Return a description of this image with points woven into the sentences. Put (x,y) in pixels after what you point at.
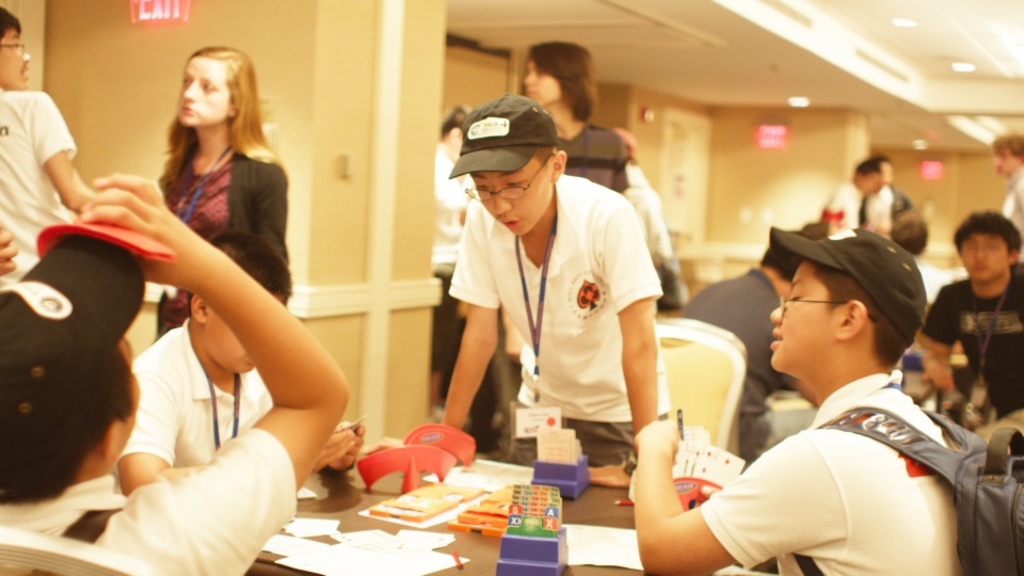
In this picture there are boys (589,282) those who are sitting around the table (471,554), table (491,568) contains papers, cards (703,467) and other stationery (430,470) on it, there are other people (557,98) in the background area of the image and there are lamps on the roof (624,27) at the top side of the image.
